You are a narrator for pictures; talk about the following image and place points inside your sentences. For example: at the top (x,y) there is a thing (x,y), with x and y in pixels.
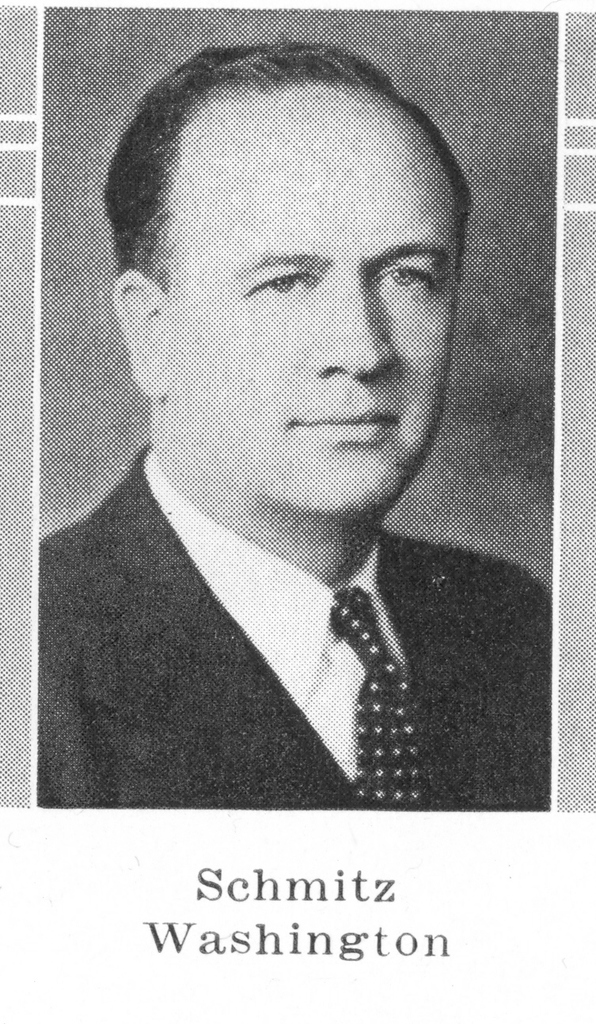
This is a picture of a guy (412,544) whose name is Schmitz Washington.
